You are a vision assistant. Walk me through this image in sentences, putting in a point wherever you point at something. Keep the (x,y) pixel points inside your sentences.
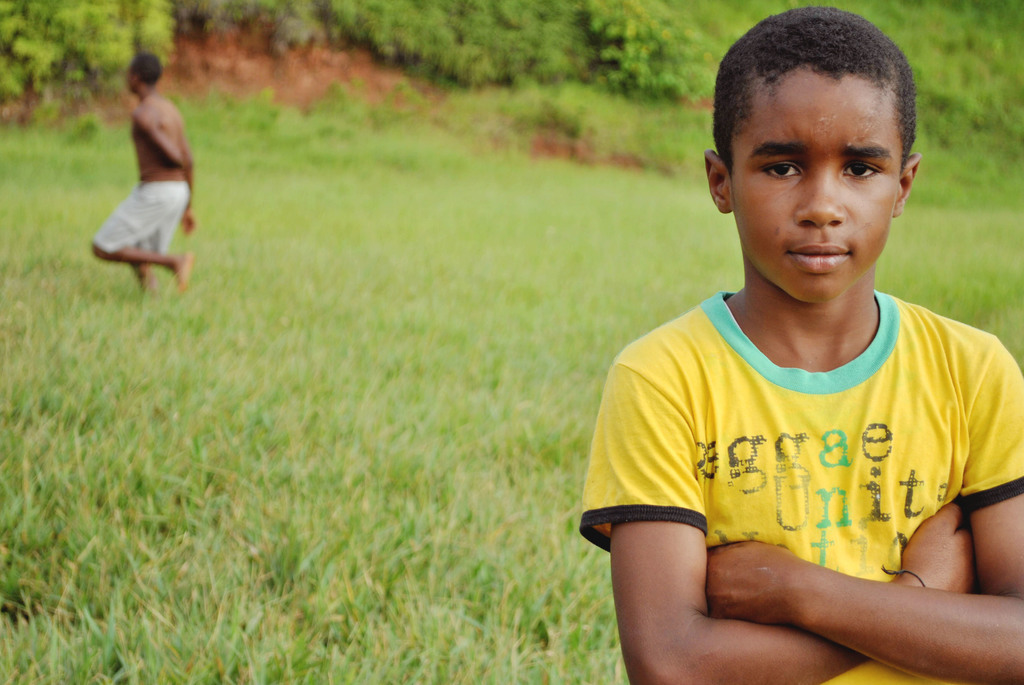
In the image there is a boy (850,279) in yellow t-shirt (894,465) standing on the right side (953,499) and in the back (156,147) there is a man (150,130) without shirt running on the grassland (352,355), over the background (669,32) there are plants (655,44).
